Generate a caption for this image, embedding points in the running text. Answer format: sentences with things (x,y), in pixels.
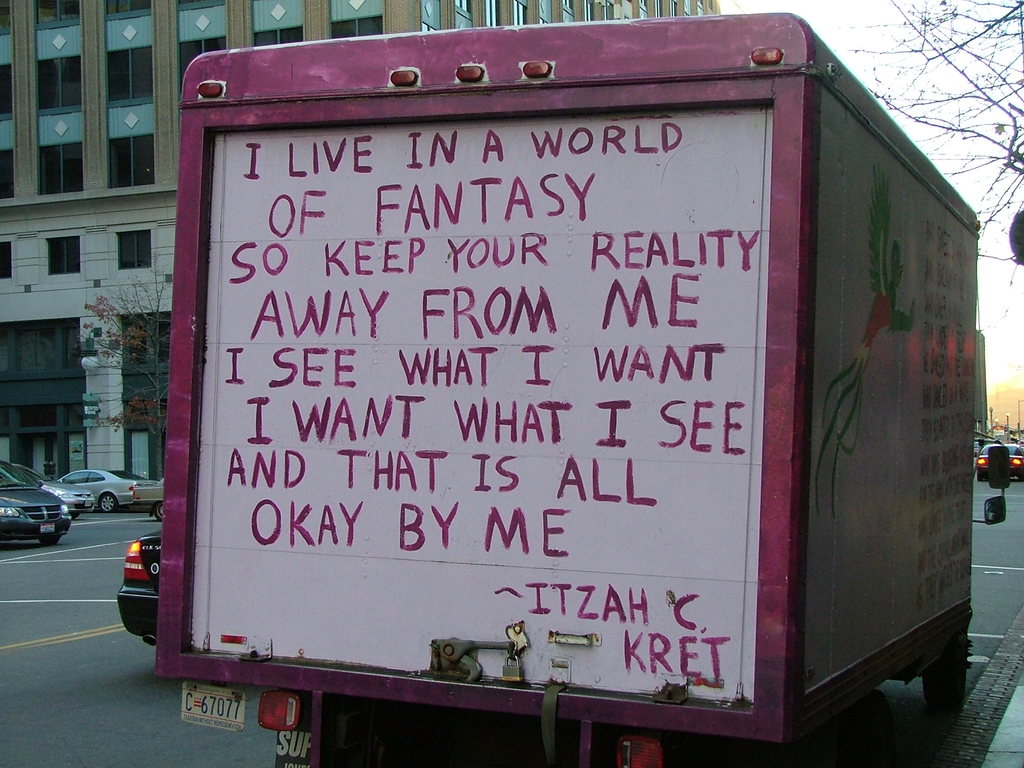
In the foreground of the picture (772,528) I can see a vehicle (812,268) on the road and there is a text (408,468) on the back of the vehicle (464,463). I can see the cars (51,487) on the road (97,591) on the left side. I can see the building (44,231) and glass windows (76,347). There is a tree (142,309) on the side of the road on the left side (137,404).
